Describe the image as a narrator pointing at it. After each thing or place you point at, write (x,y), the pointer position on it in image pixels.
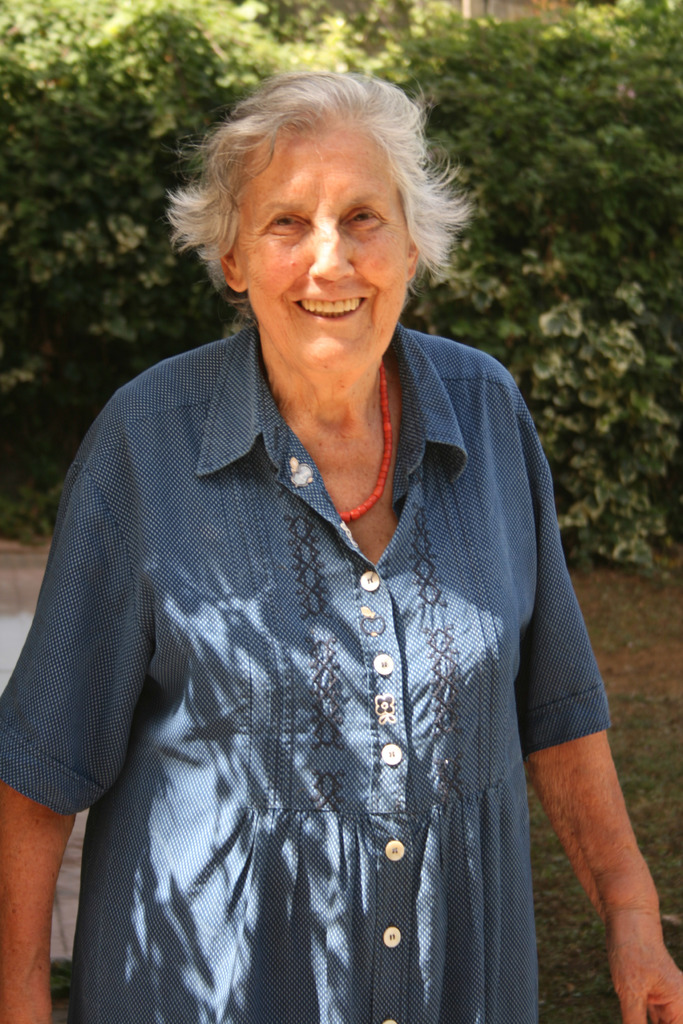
In this picture, there is a woman (353,784) wearing blue dress (253,680). Behind her, there are plants (545,191).
